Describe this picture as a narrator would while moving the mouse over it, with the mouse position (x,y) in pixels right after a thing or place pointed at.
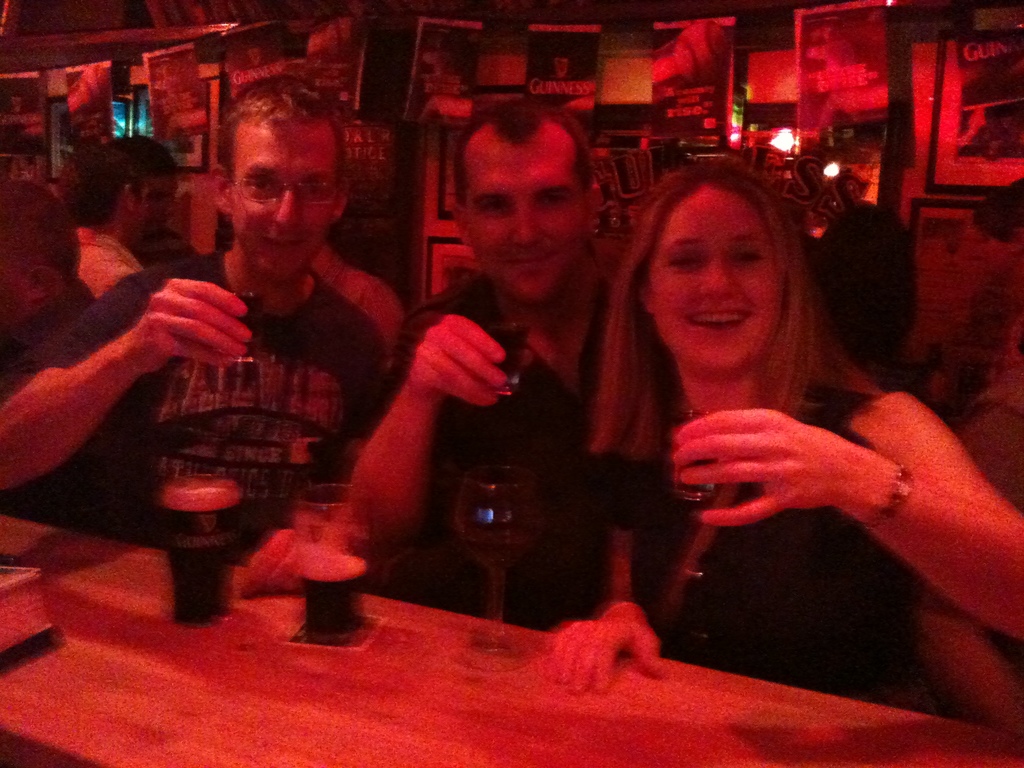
In this image there are three persons (599,333) who are having their drinks (710,490) at the top of the table (394,647) there are glasses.
